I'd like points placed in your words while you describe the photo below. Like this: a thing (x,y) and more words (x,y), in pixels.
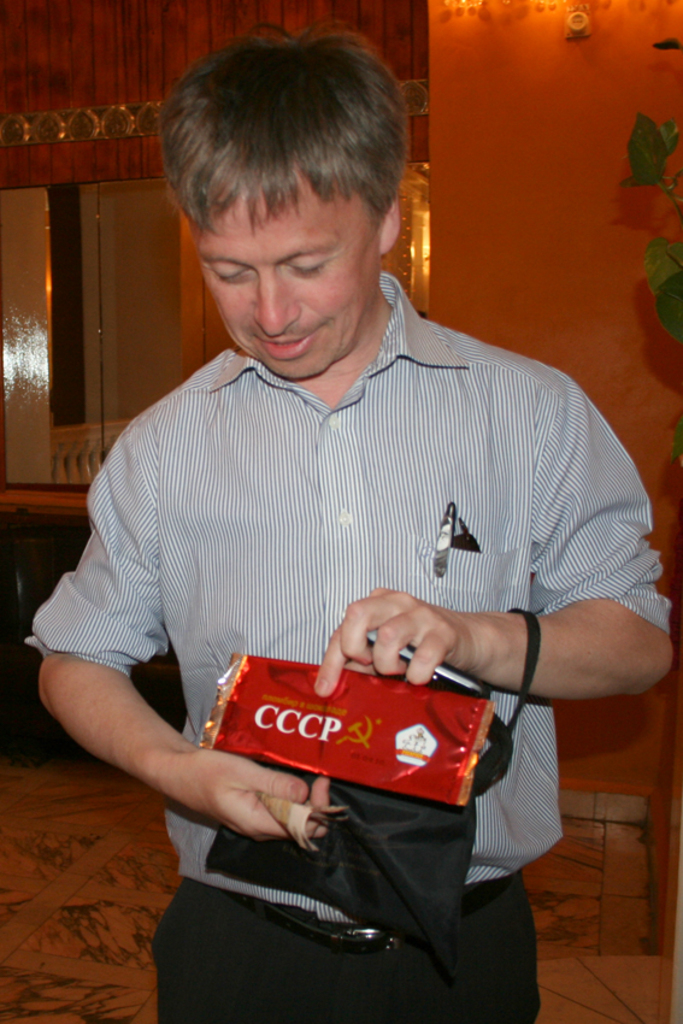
Here we can see a man (349,590) is standing by holding a packet (458,719), bag (474,780), mobile (458,680) and money (275,813) in his hands (375,617). In the background (27,256) there is a wall (579,280), mirrors (11,362), houseplant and some other objects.
